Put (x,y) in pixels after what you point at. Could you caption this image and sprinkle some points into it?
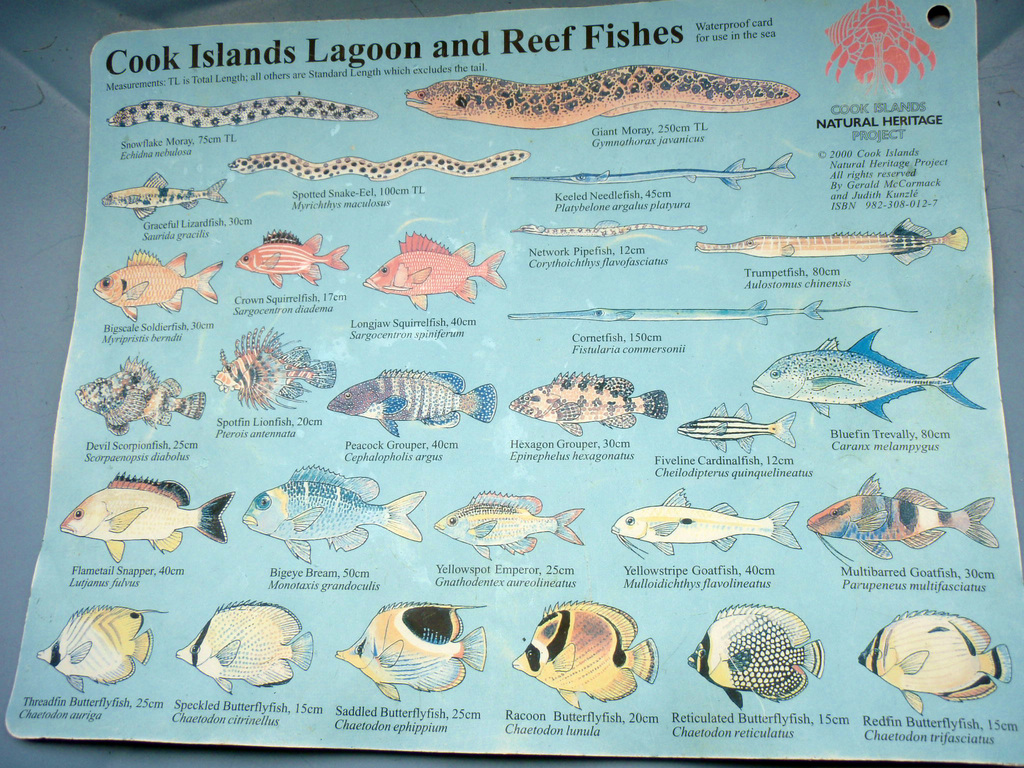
In this picture we can see a poster (558,380), in the poster (492,329) we can find fish (374,413) and some text (727,463).
